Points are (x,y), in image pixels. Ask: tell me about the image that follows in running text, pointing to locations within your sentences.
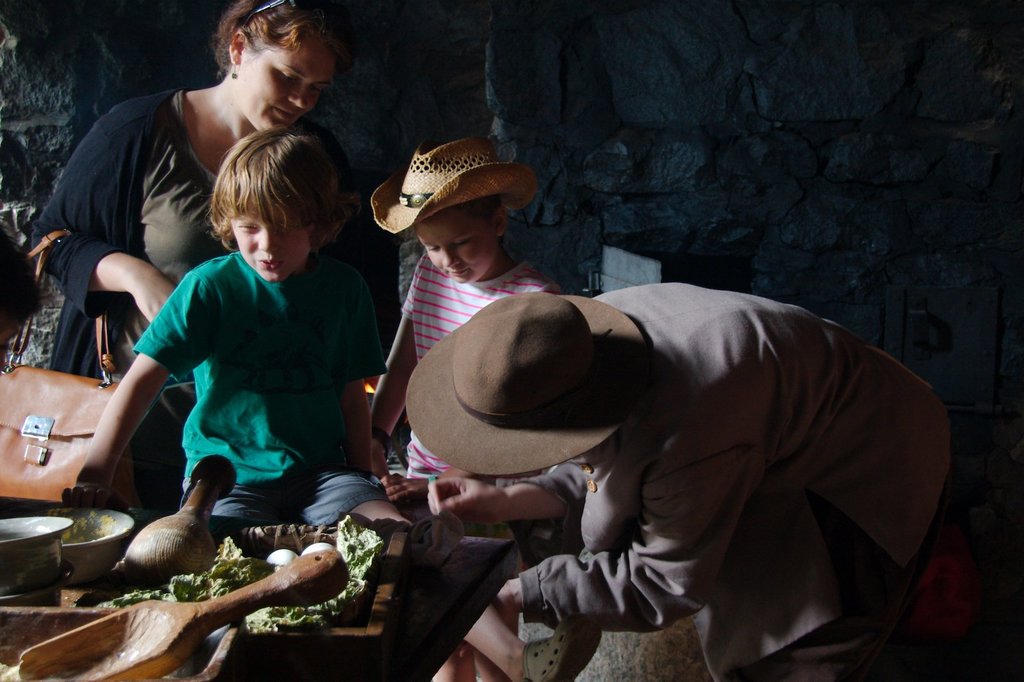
In this image we can see a group of people (310,493) and table (241,530) is placed in front of them. On the table (127,578) we can see utensils (96,549), ladle (185,605) and eggs (310,553). In the background (709,135) we can see walls (615,139).
